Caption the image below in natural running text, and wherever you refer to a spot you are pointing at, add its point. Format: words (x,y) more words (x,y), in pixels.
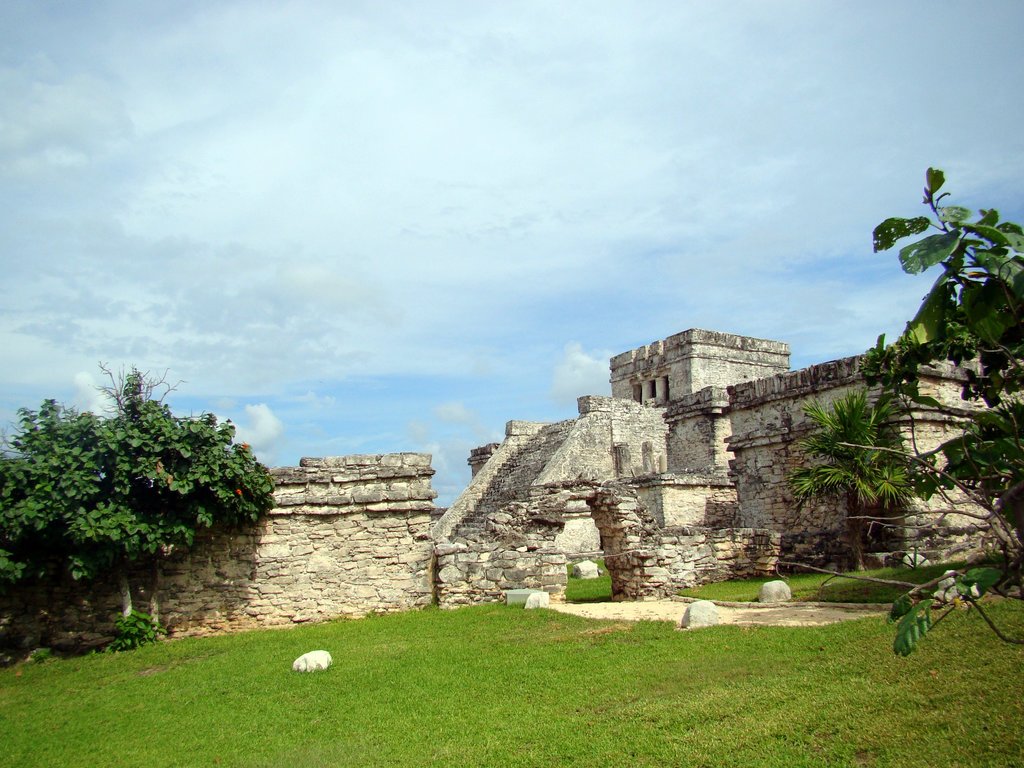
In this image we can see a building (481,471) with windows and a staircase (533,470) and the walls (419,606) which are built with stones (343,608). We can also see some plants (244,514), grass (180,644), stones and the sky (571,348) which looks cloudy.
